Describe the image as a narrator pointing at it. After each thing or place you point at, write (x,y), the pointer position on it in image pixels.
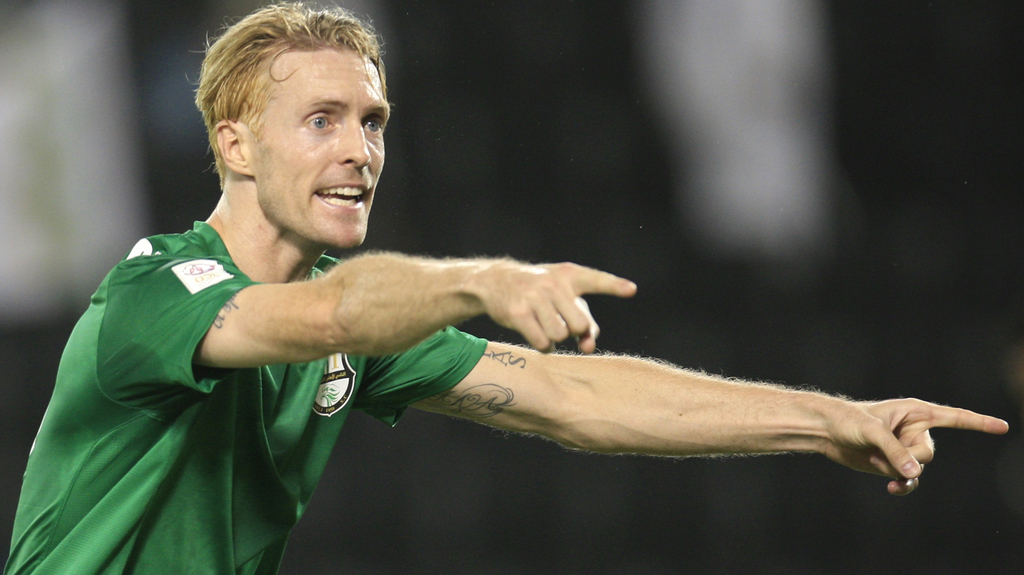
In this picture we can see one person (176,317) wearing a green T-shirt (326,369).
